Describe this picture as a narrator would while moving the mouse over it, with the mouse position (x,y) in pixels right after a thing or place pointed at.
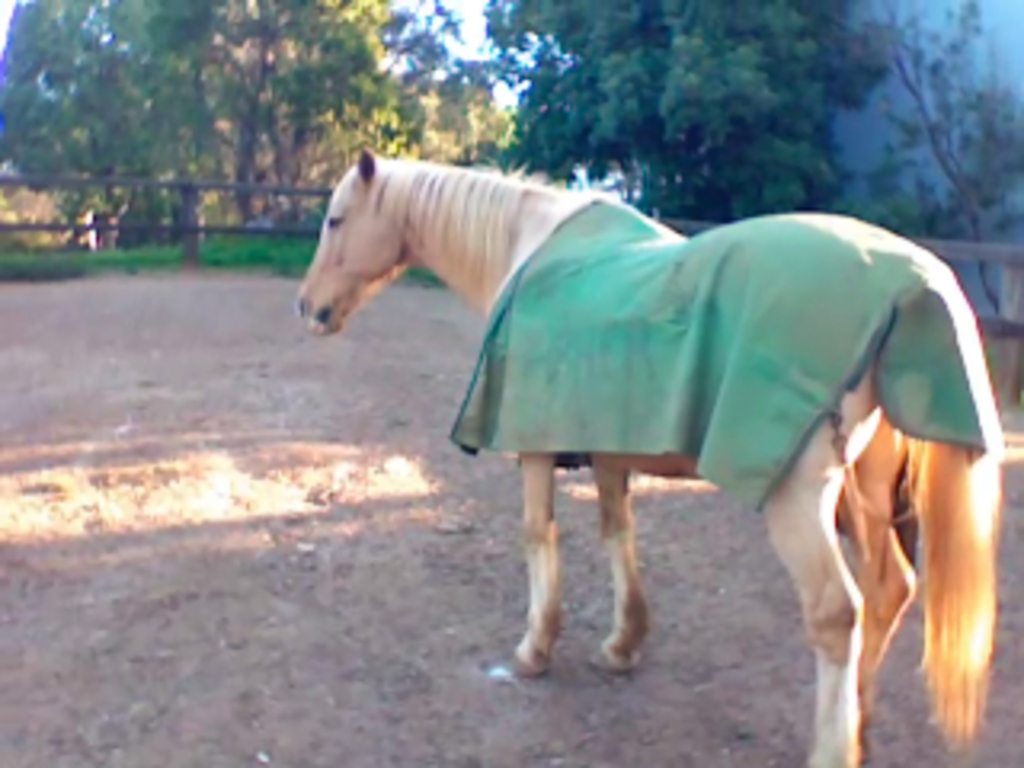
In this image I can see a horse (822,592) which is cream in color is standing on the ground (728,529). I can see a green colored cloth (748,350) on the horse (389,211). In the background (219,215) I can see the railing (184,191), few trees (220,145) and the sky (490,56).
